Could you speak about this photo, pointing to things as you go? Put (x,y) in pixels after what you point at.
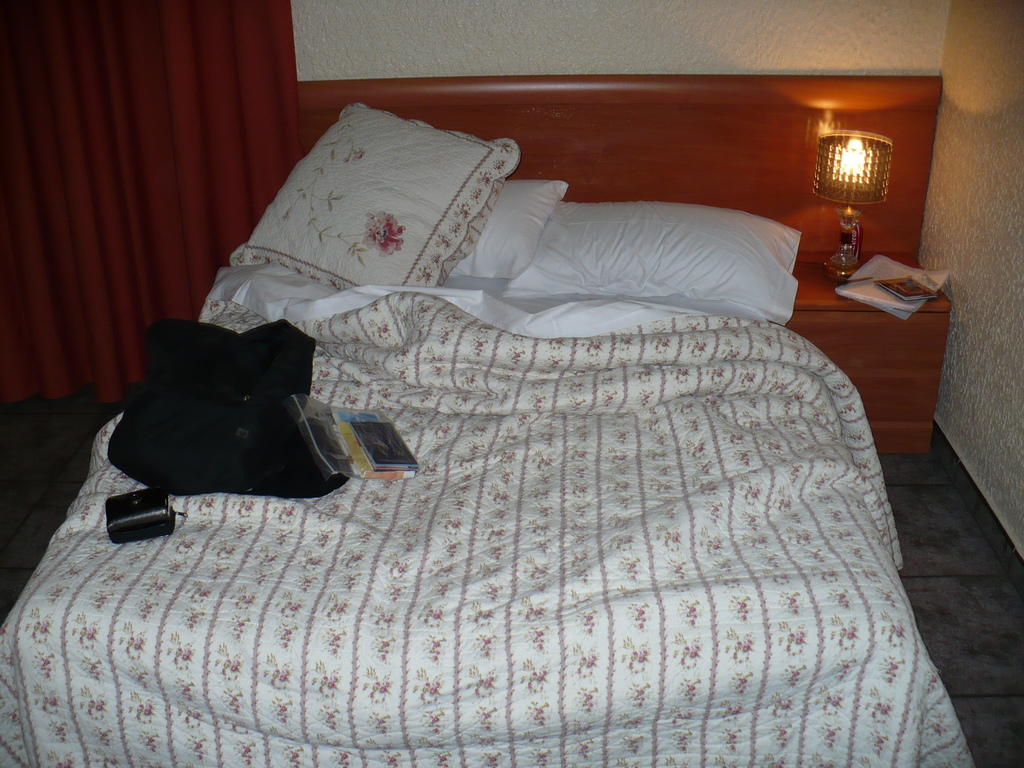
The picture is taken in the closed room (322,454) where one bed (214,296) with blanket (482,341) and pillows (757,299) and books (403,467) and bag (217,397) are present and beside that there is one bed lamp (840,145) and a book (900,286) and left side (237,73) there is one curtain (240,90) and at the right corner (956,202) there is a big wall (955,195) present.
